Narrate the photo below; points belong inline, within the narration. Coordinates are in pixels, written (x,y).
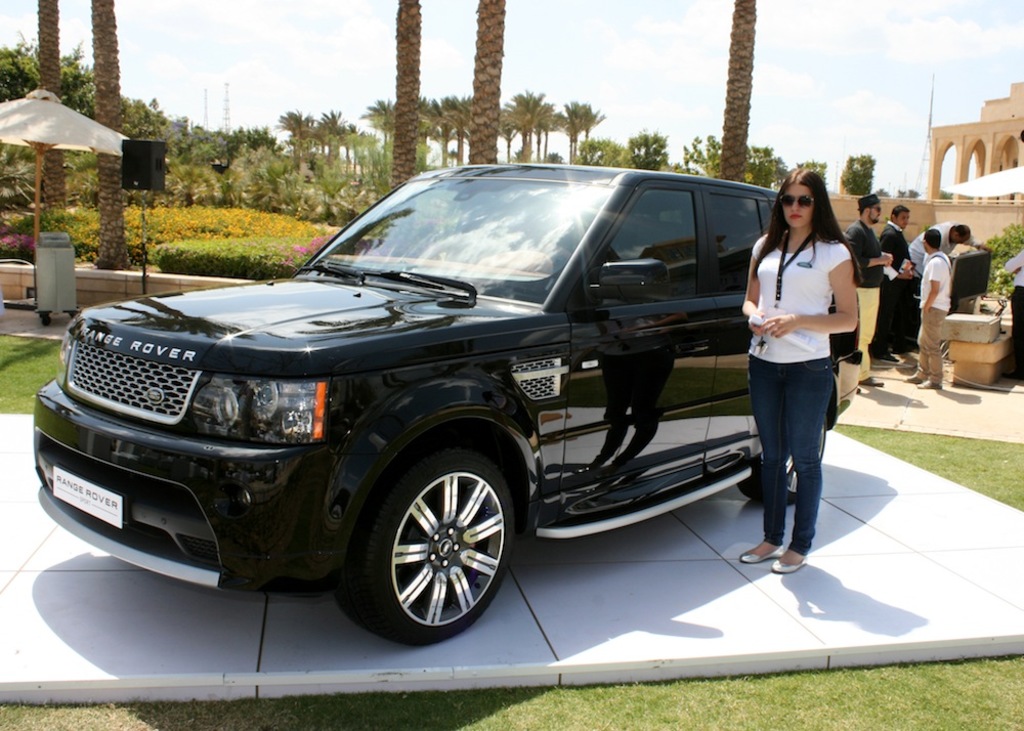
In this picture I can see a vehicle (477,417) and a woman (808,223) in the middle (627,480). On the right side (896,227) few persons (938,289) are standing and there is a monument (961,171), on the left side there is an umbrella (60,136). In the background (263,188) there are trees (343,205). At the top (309,59) I can see the sky (284,92).
